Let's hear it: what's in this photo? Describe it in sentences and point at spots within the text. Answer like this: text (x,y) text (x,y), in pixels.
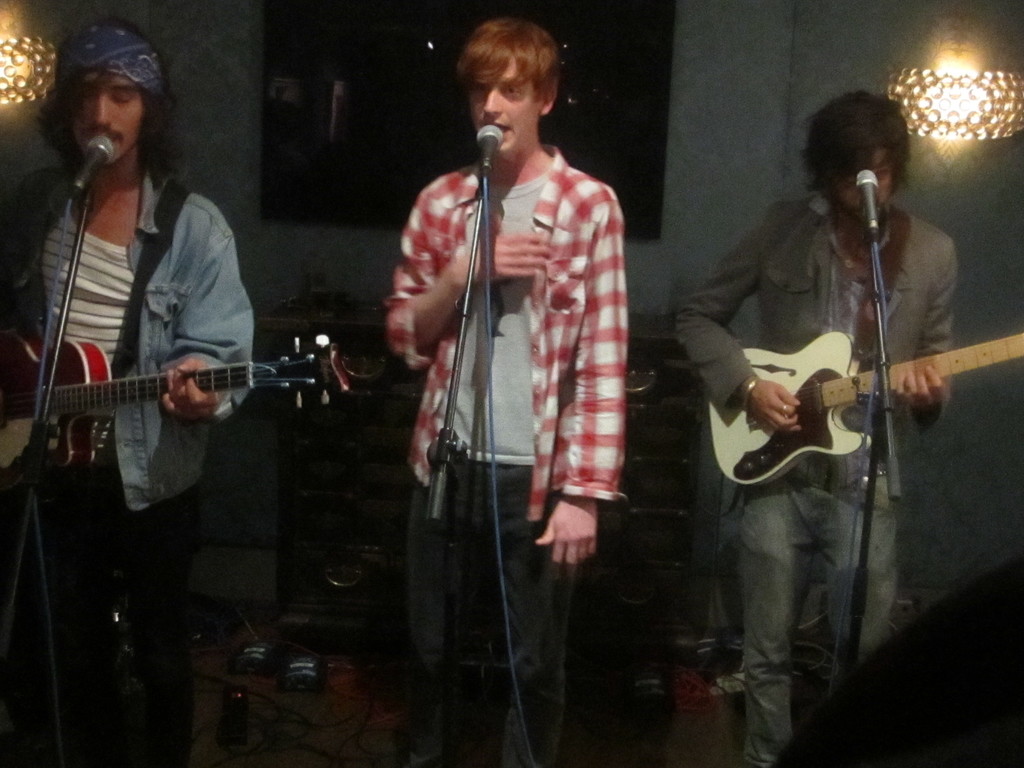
In this image I can see three people (460,268) are standing in-front of the mic (484,134) and two people (191,238) are holding the musical instruments (808,405). Among them one person (616,368) is wearing the red and white check shirt (584,304). Left side person (190,306) is wearing a blue color band (137,53) to the head (148,98). To the back (642,388) them there is a table (656,365) and lights (937,112).
